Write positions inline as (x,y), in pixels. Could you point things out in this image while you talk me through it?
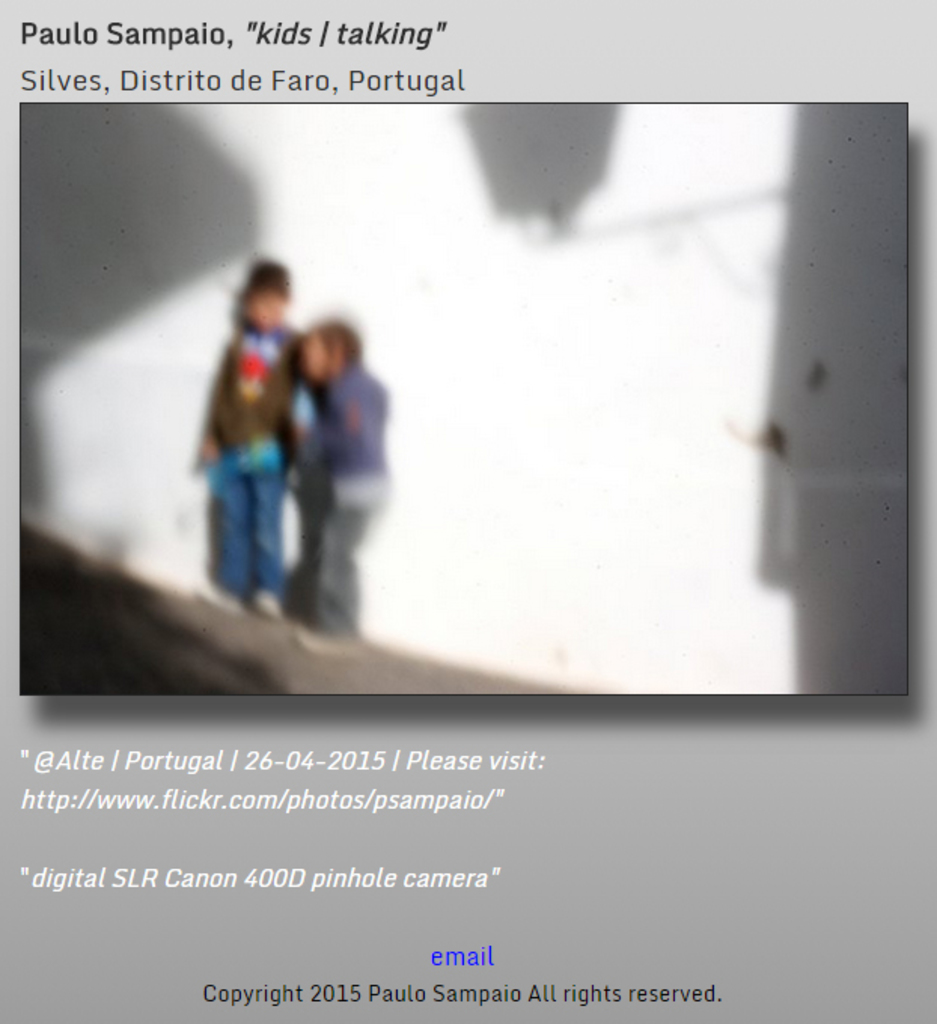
In the middle of the picture (384,503), we see a boy (363,465) in blue T-shirt (338,433) and a boy (271,417) in brown T-shirt (226,360) are standing. Behind them, we see a white wall (634,499). At the bottom of the picture (147,767), we see some text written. At the top of the picture (311,90), we see some text (129,41) written. This picture might be an advertisement which is printed in the paper (619,777).
